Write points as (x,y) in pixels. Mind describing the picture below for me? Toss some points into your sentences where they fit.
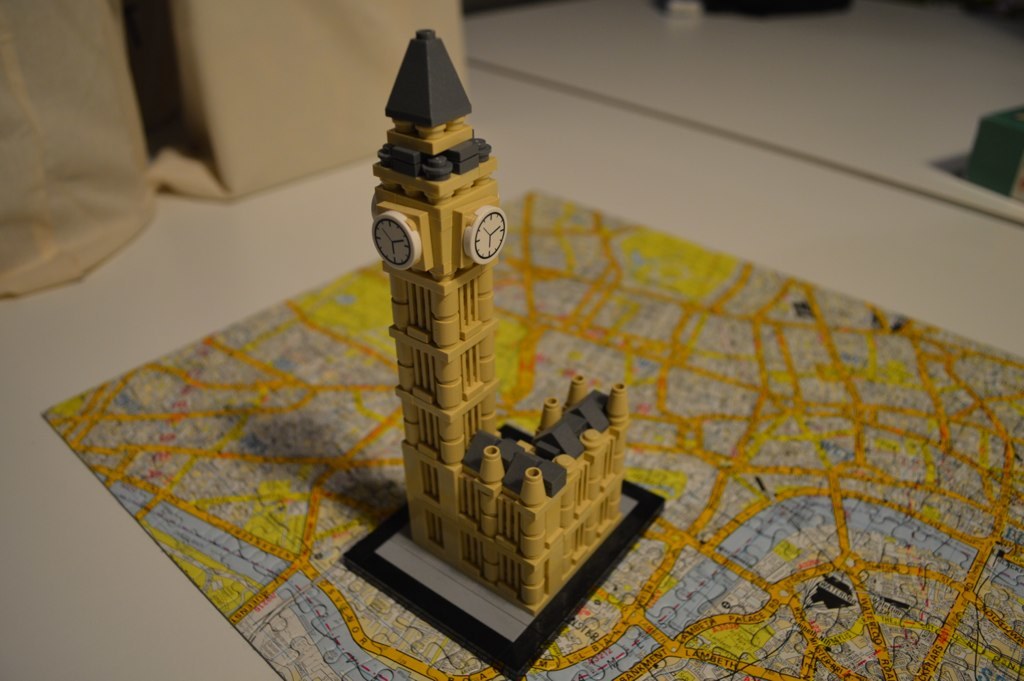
In this image I can see the miniature of clock tower (456,325) on the jigsaw puzzle (755,486). To the side I can see the brown color bags (207,115). These are on the white color table (625,144).
